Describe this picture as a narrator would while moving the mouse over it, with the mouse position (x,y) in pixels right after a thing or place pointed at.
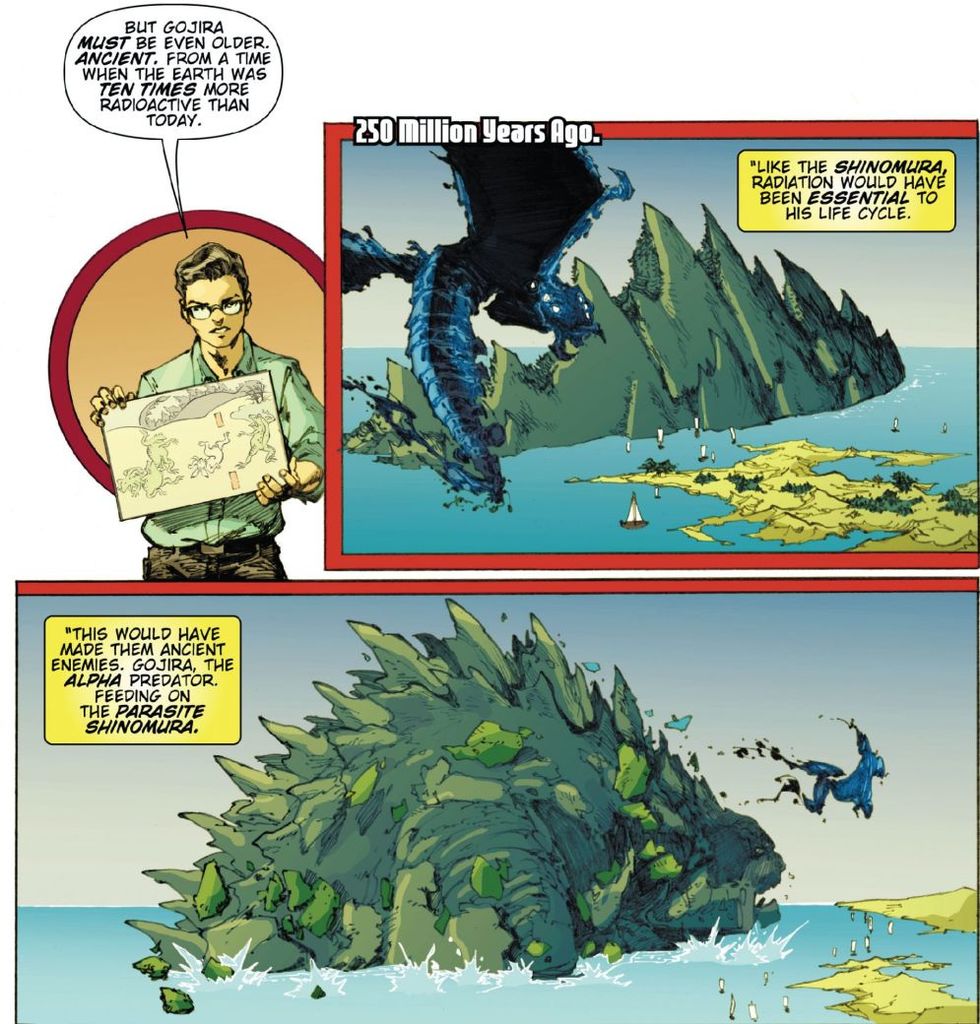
In this image I can see an animated pictures and I can also see a person (162,364) holding some object (154,423) which is in white color and I can also see an animal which is in blue color and I can see the water (716,931), background (830,641) the sky (674,643) is in blue and white color.
